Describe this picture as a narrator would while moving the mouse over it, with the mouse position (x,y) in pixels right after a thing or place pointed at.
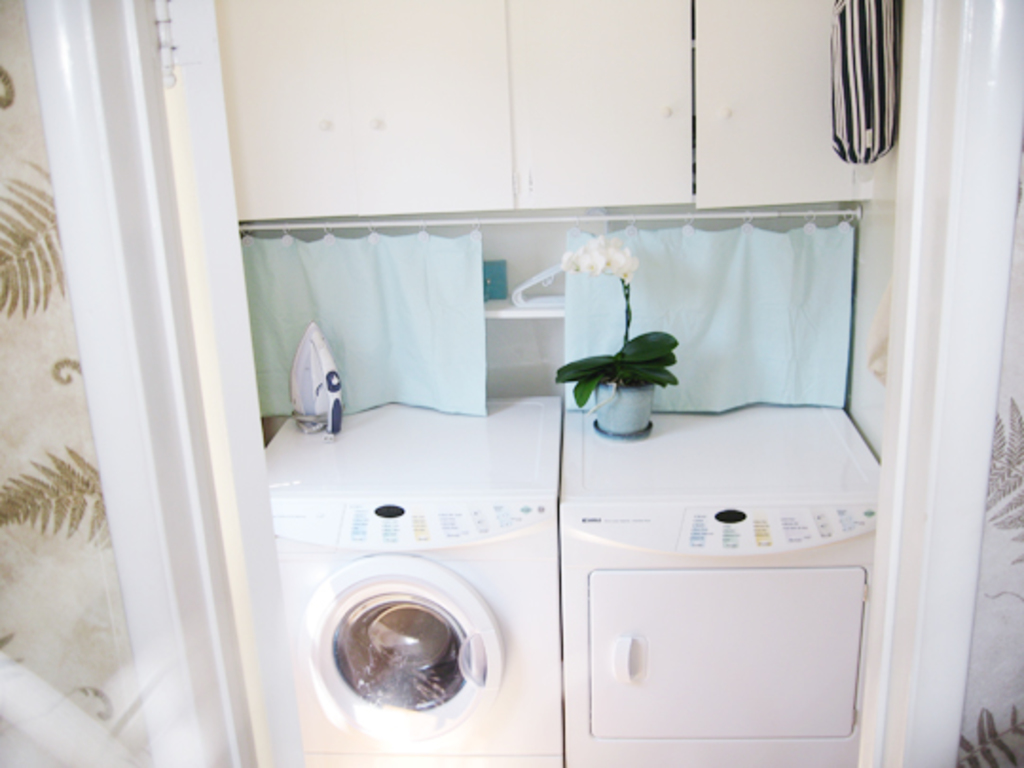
In this picture we can see washing machines (600,645), here we can see an iron box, clothes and some objects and we can see a wall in the background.
